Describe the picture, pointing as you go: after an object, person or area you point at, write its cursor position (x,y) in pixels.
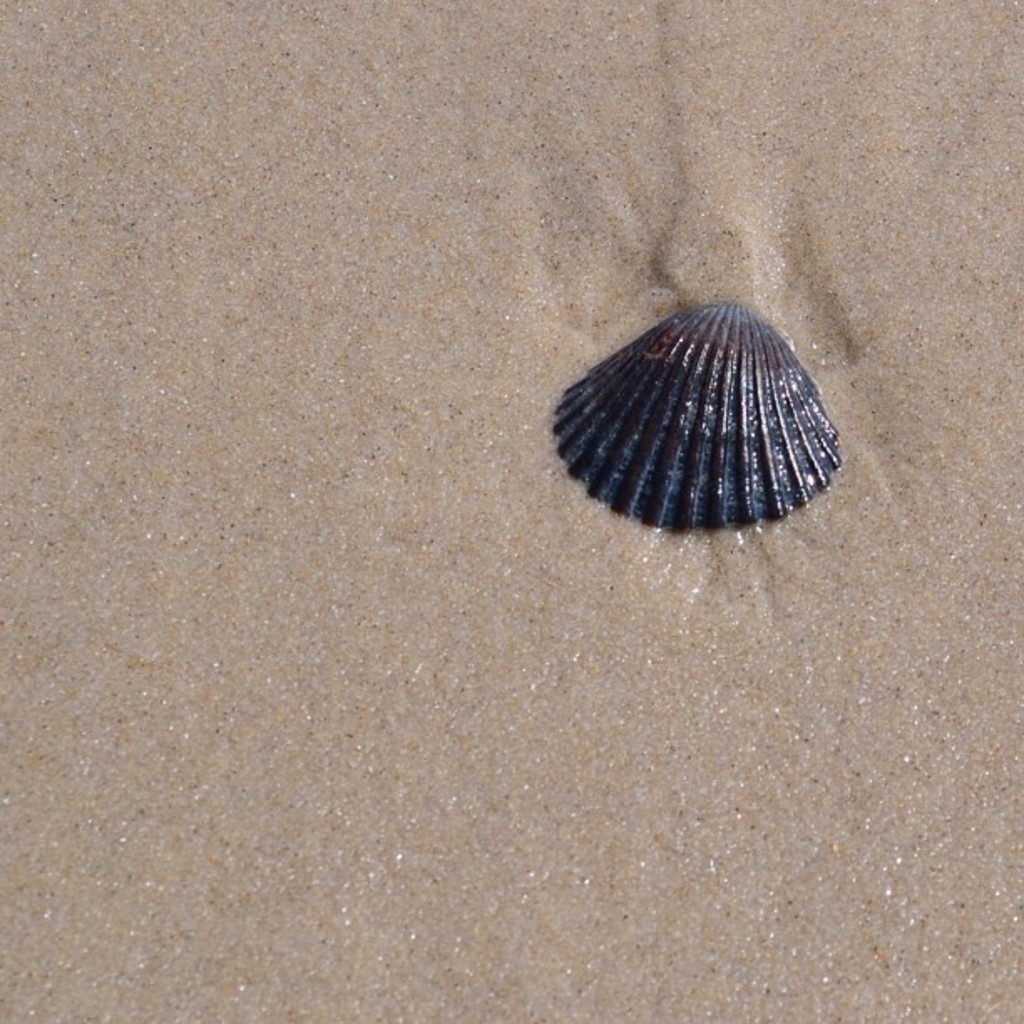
In this picture we can see a black shell (702,468).
